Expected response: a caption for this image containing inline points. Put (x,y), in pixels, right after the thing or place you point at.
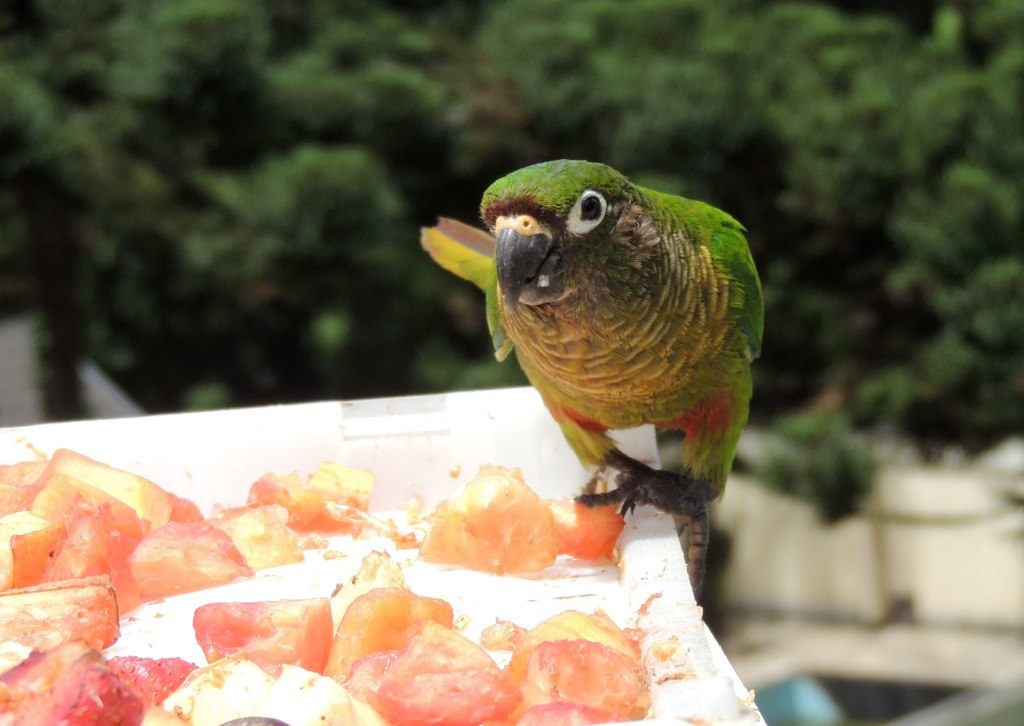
In this image we can see a bird (582,364) and food items (597,531) on a white surface (645,551). Behind the bird (573,346), we can see a group of trees (482,153). The background of the image (353,219) is blurred.
